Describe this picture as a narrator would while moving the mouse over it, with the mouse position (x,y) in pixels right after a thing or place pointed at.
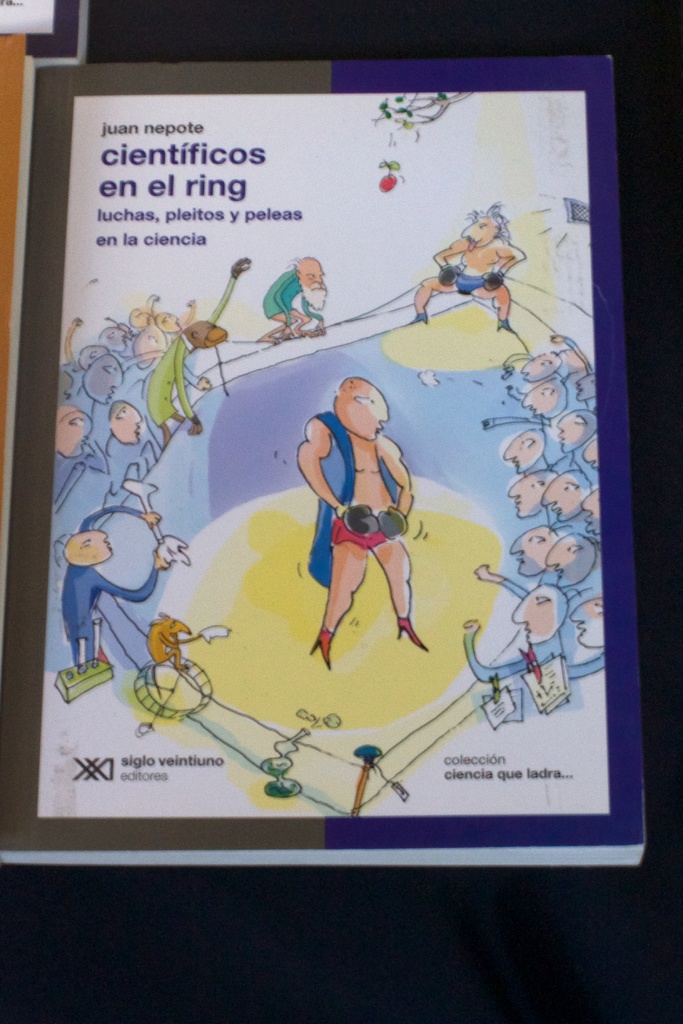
In this image there is a book (375,592) in the middle (375,592). On the book cover page (330,390) there is a man (328,551) standing in the middle (365,529) by wearing the gloves (367,517). There are few people (516,436) around him who are cheering.
